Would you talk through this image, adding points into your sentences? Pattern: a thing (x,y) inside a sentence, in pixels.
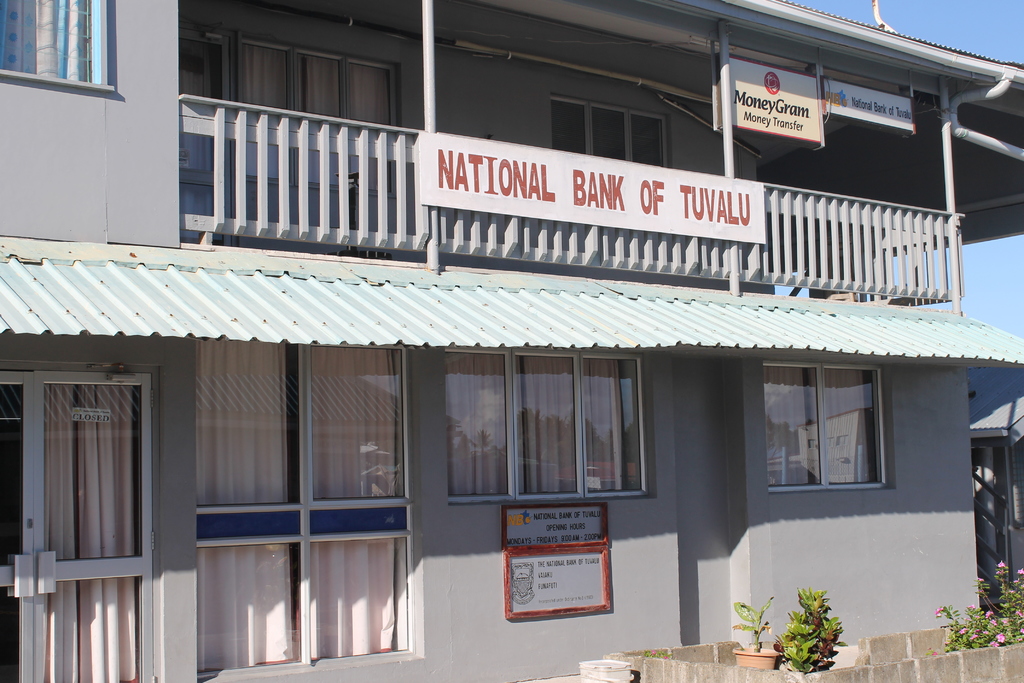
In this image we can see a building (429,519) with windows (856,484), doors (44,553), sign board (565,515) with some text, frames (573,601) on the wall (646,621), some pipes (996,143) and the roof (734,307). At the bottom of the image (801,641) we can see some flowers (1003,620) and plants (818,640), a plant (781,655) is placed in a pot (759,658). At the top of the image (967,8) we can see the sky (937,21).
